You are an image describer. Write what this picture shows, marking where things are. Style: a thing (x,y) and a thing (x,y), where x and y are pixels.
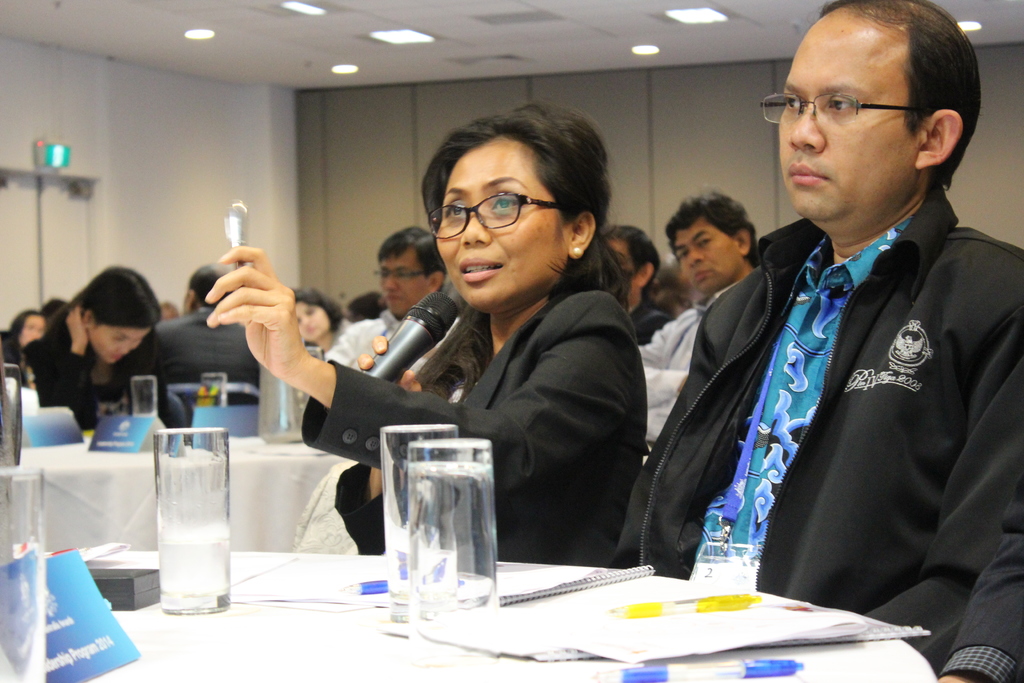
In this picture we can see a woman (568,401) holding a mike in one hand (385,343) and an object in another hand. In this picture we can see people (605,218) sitting on chairs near their tables (210,622) with glasses (200,489).
